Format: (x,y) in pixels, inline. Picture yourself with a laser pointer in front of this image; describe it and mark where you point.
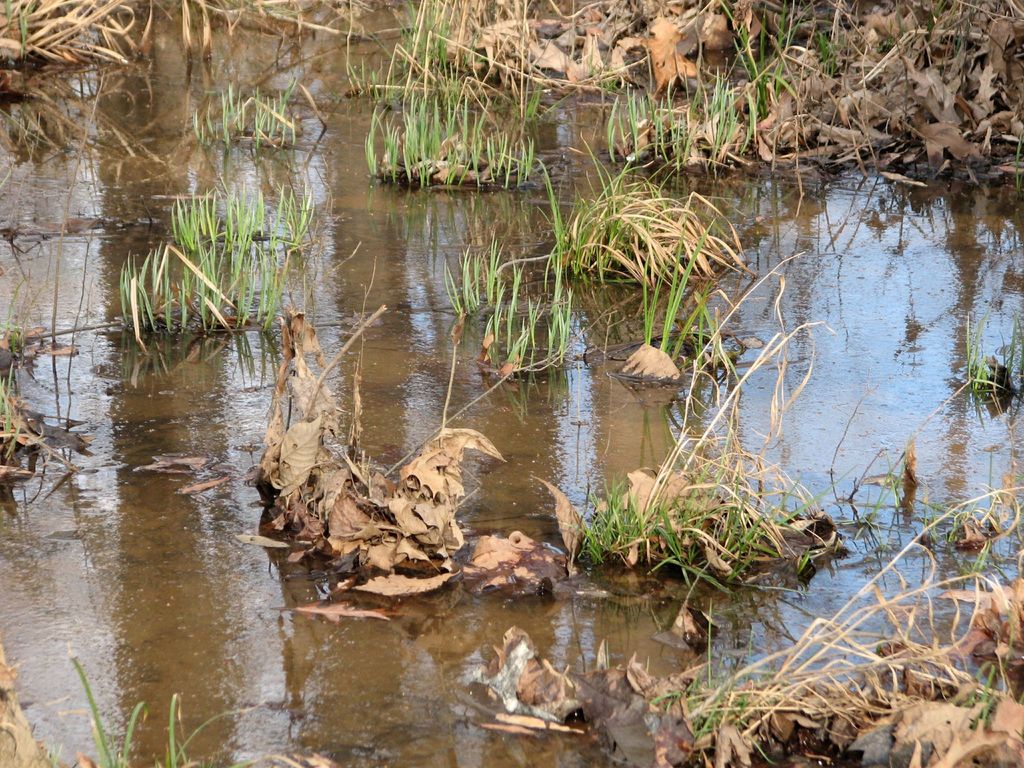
In this image I can see water (78,492) and grass (716,118).
